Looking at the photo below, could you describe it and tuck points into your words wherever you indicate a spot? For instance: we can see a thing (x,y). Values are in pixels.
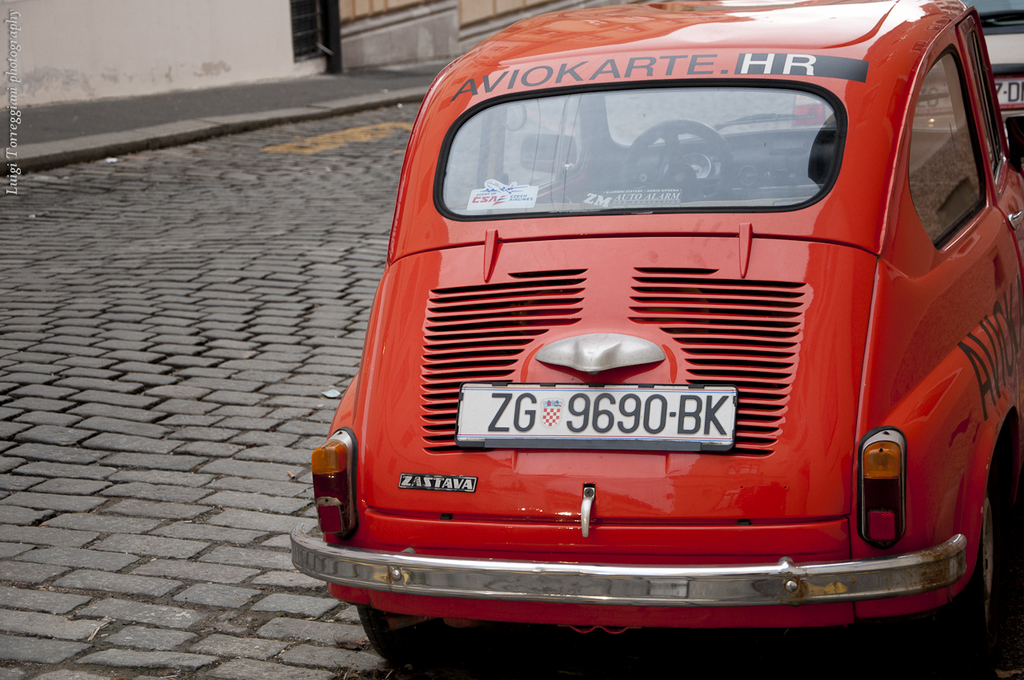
In this image in the front (711,336) there are vehicles (852,195) on the road (92,232). In the background (237,21) there is a wall (278,32).
